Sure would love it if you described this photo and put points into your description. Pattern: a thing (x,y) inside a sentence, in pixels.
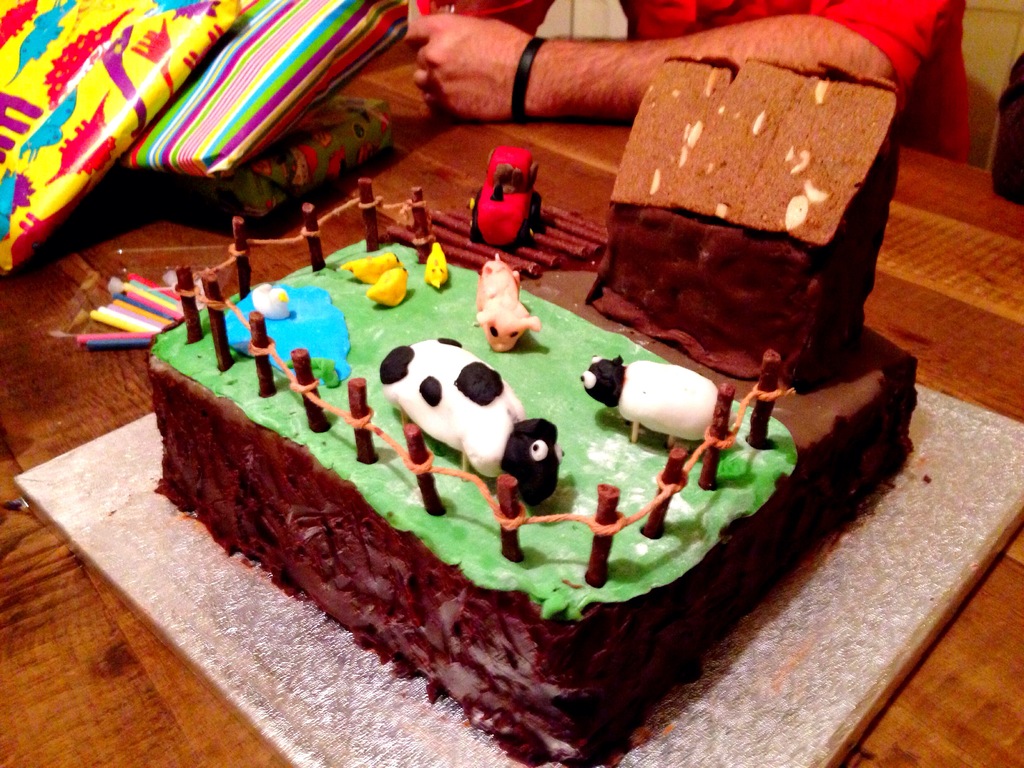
This image contains a table (910,696) having few gift packs (186,163) and a cake (609,637) and few candles (89,346) are on it. On cake (269,442) there is a cream (559,400) having structure (464,408) of few animals (473,426), fence (312,381), hut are on it. Top of image (633,81) there is a person (854,9) wearing a red shirt (909,50) is sitting.
